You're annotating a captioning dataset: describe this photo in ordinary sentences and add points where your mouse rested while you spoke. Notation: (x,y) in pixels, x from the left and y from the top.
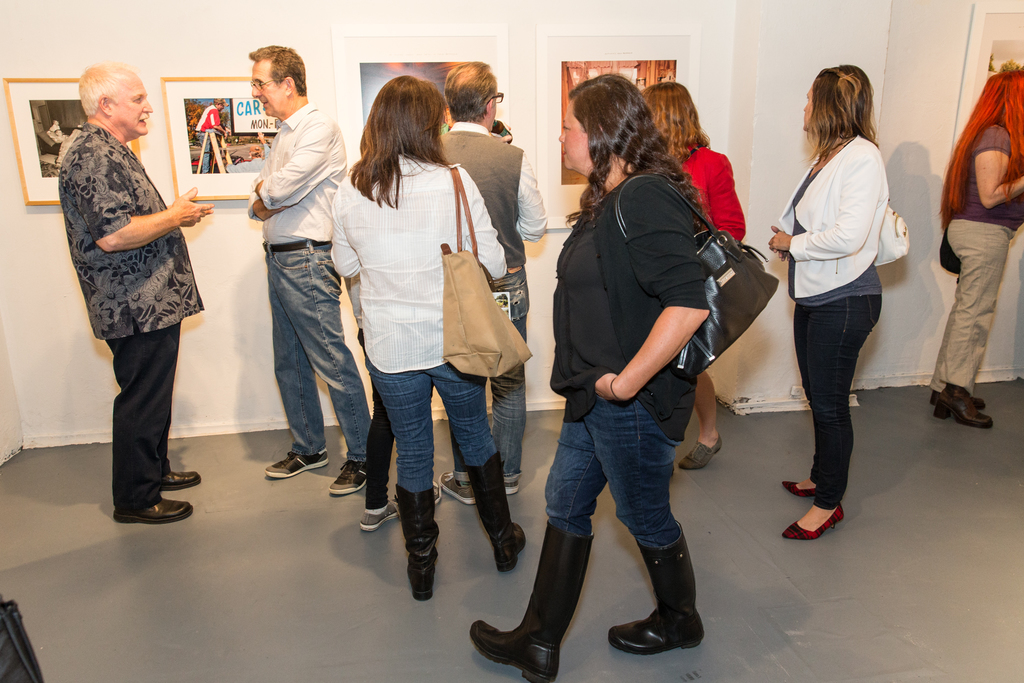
In this image we can see few persons (413,580) are standing on the floor (378,555) and among them few persons (498,525) are carrying bags (482,311) on the shoulder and a woman (627,333) is walking on the floor (590,652) and carrying a bag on her shoulder (672,199). In the background (39,143) there are frames (197,100) on the wall (43,246).
